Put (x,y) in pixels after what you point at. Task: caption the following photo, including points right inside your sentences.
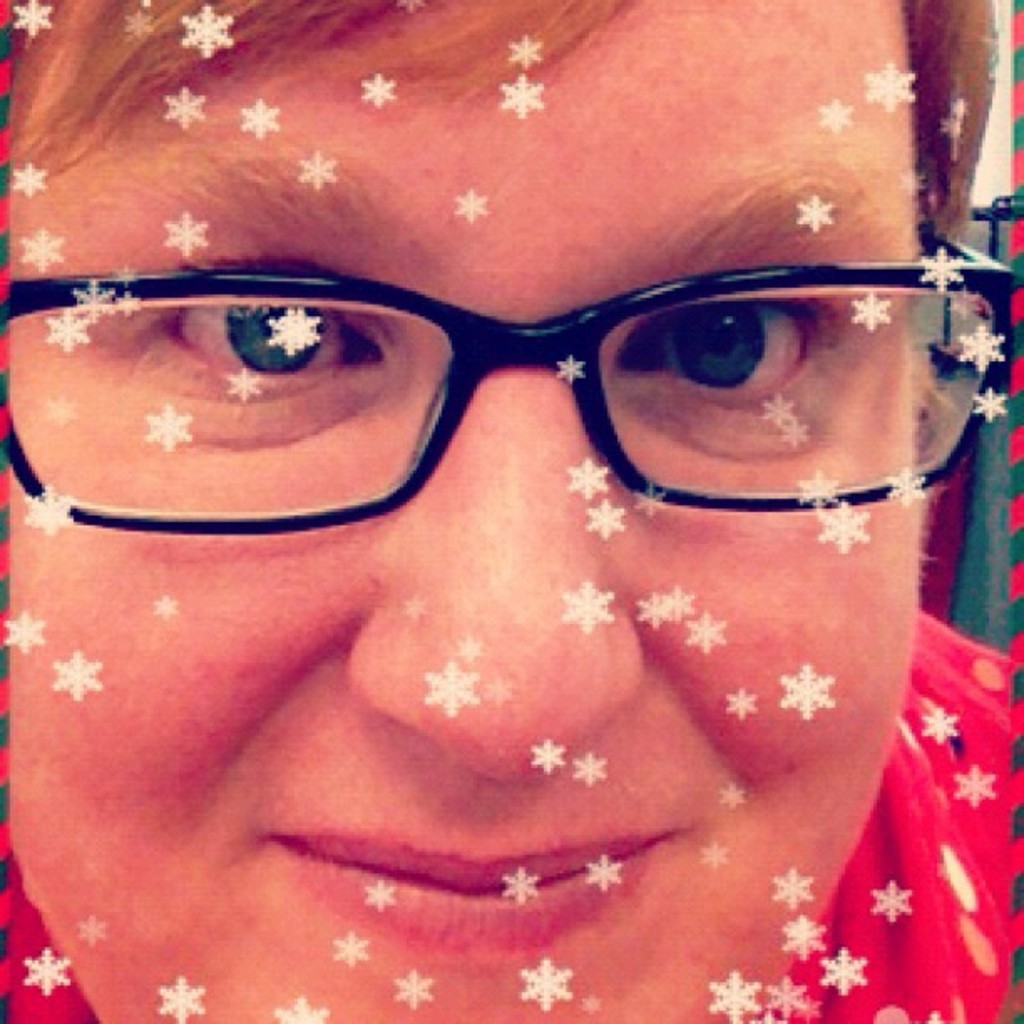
In the image there is a person (941,773) with red dress (929,793). The person (477,464) kept black frame spectacles (710,297) and the person (474,874) is smiling. On the person's face (330,104) there are white color stars (979,336).
